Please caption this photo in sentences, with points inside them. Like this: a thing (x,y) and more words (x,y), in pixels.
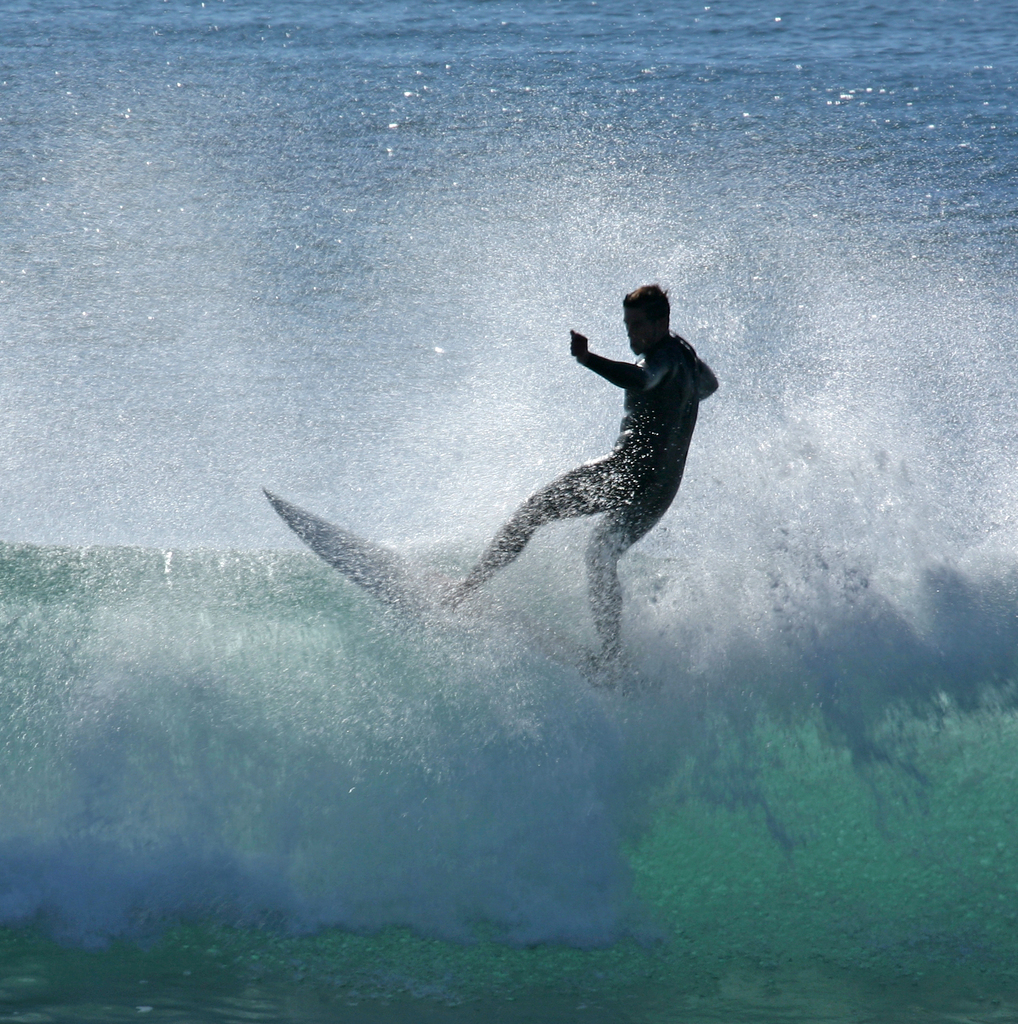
In the foreground of this image (695,460), there is a man (678,349) surfing on the water (269,598).
